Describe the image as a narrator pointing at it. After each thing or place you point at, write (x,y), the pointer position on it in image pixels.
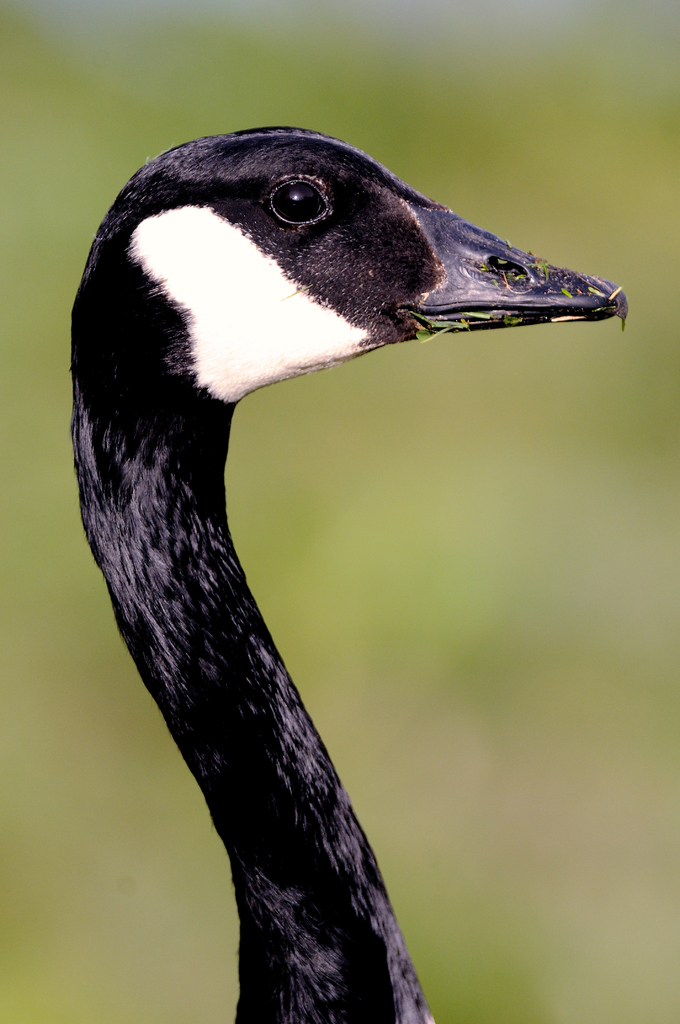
In this image I can see the bird (170,458) and the bird (157,626) is in white and black color and I can see green color background (52,702).
